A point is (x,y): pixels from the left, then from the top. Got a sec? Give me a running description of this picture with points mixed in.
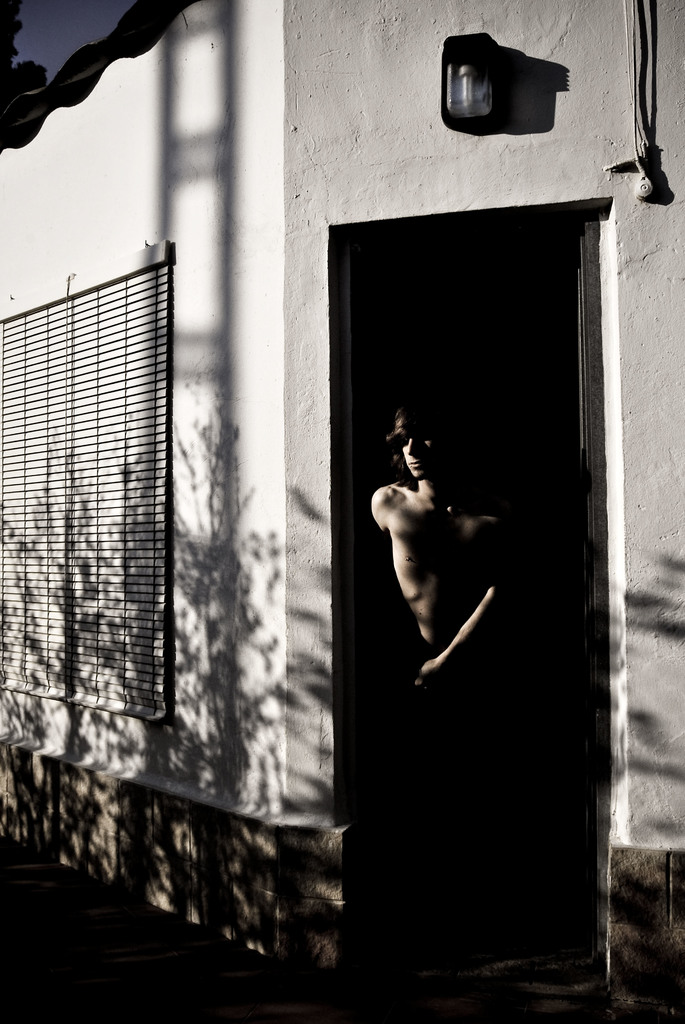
In the picture we can see a house (302,735) with a door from it we can see a man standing without clothes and on the top of the door (510,605) we can see a light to the wall (640,249) and beside it we can see a wire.
